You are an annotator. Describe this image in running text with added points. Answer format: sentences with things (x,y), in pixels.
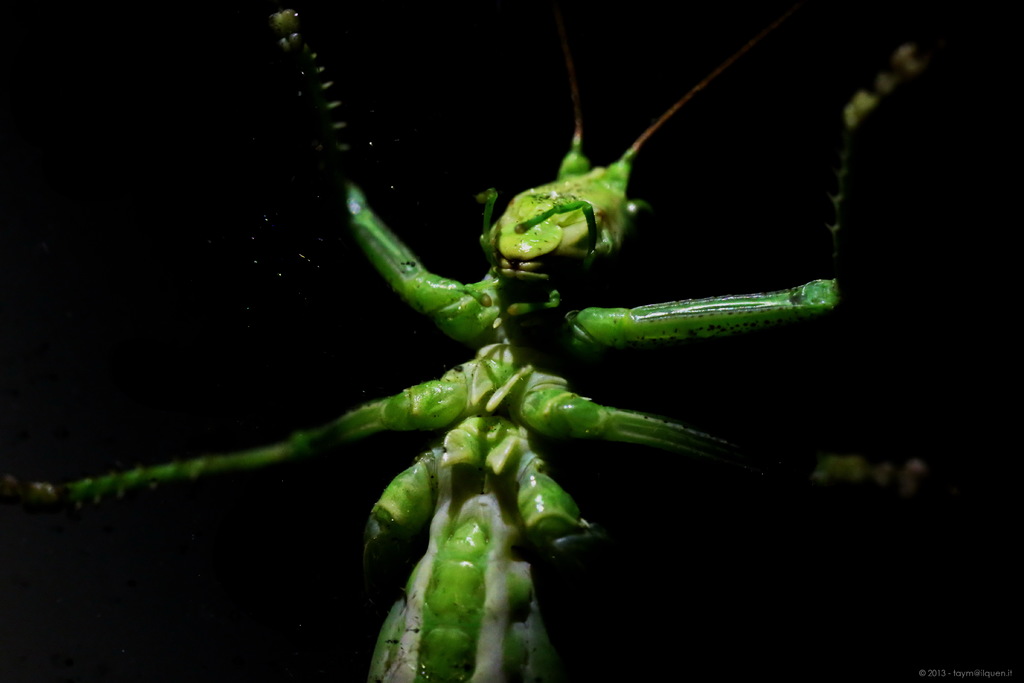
In this image there is an insect (447,507), at the bottom of the image (949,675) there is some text (930,674).
